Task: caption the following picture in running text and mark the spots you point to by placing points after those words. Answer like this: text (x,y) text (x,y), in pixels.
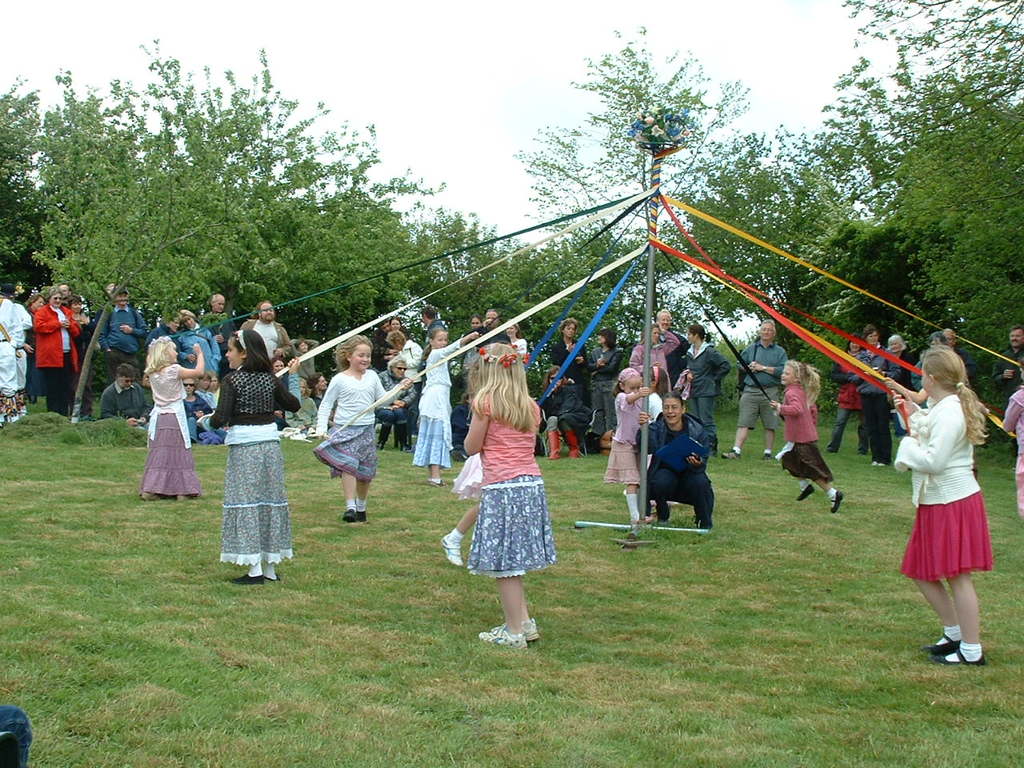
In this picture we can see a group of people (705,407) on the ground (622,591), here we can see ribbons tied on the pole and some people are holding ribbons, here we can see trees (186,99), flowers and we can see sky (145,77) in the background (152,60).
